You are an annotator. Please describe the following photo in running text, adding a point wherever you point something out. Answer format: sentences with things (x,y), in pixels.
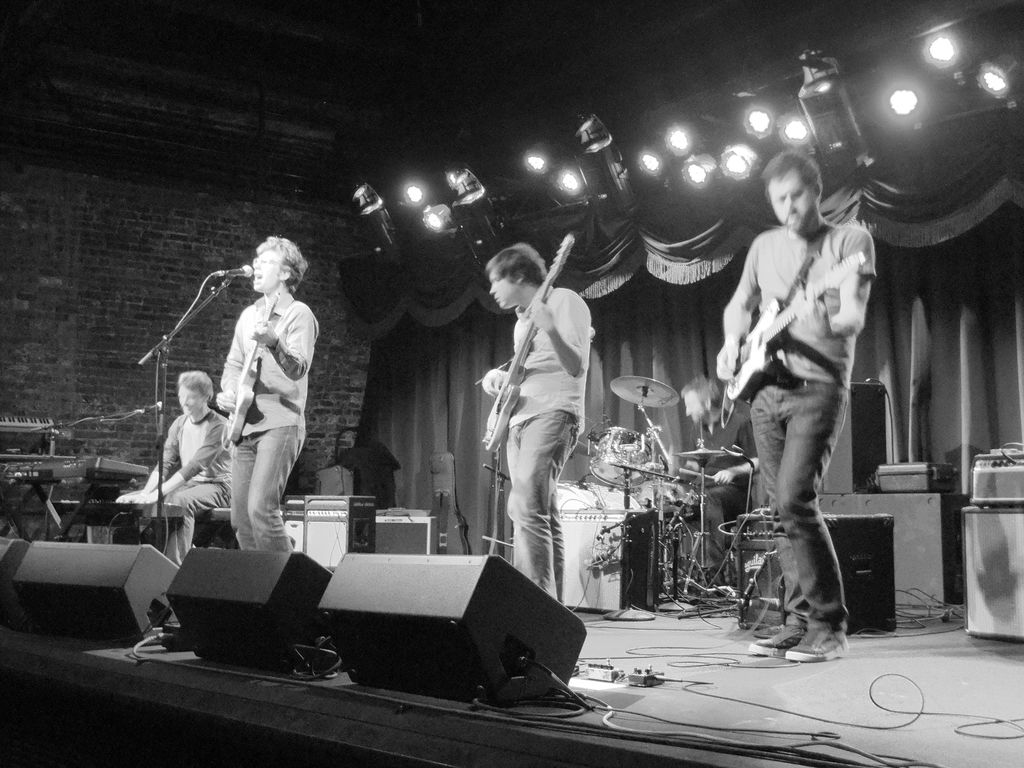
In this image I can see five people (177,467) where three of them standing and holding guitars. In the background (733,424) I can see one more person (713,472) sitting next to a drum set (618,490). I can also see few mics (215,290), speakers (253,560) and number of lights (614,161) in the background (590,133).
